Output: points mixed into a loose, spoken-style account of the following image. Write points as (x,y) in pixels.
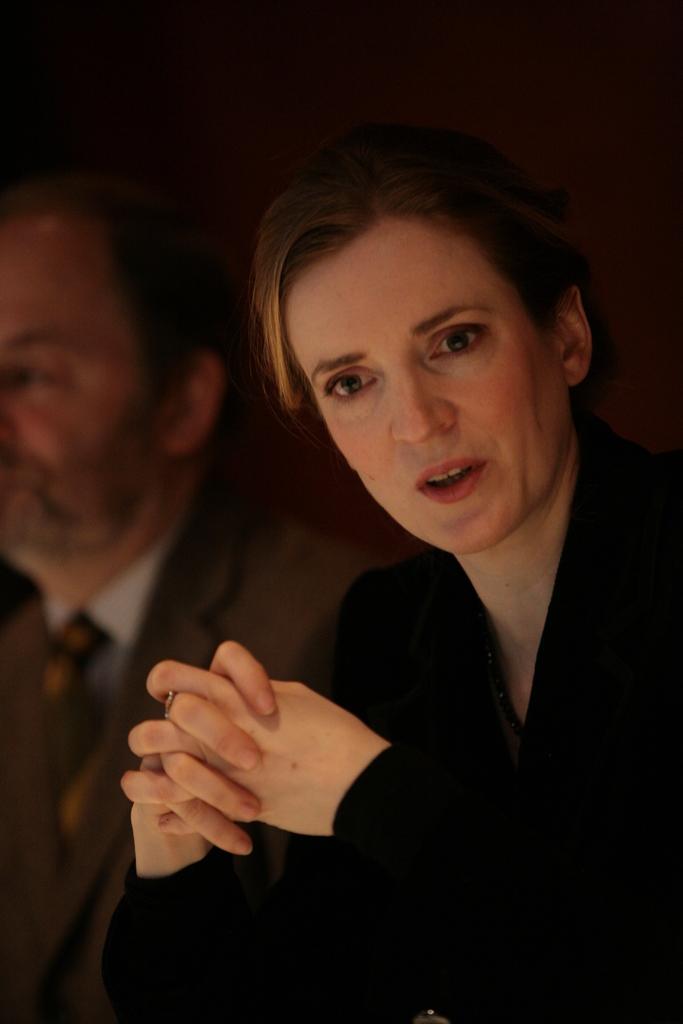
In this image we can see a man (191,537) wearing a suit (266,570) and a woman (495,552) wearing black dress (481,816).
